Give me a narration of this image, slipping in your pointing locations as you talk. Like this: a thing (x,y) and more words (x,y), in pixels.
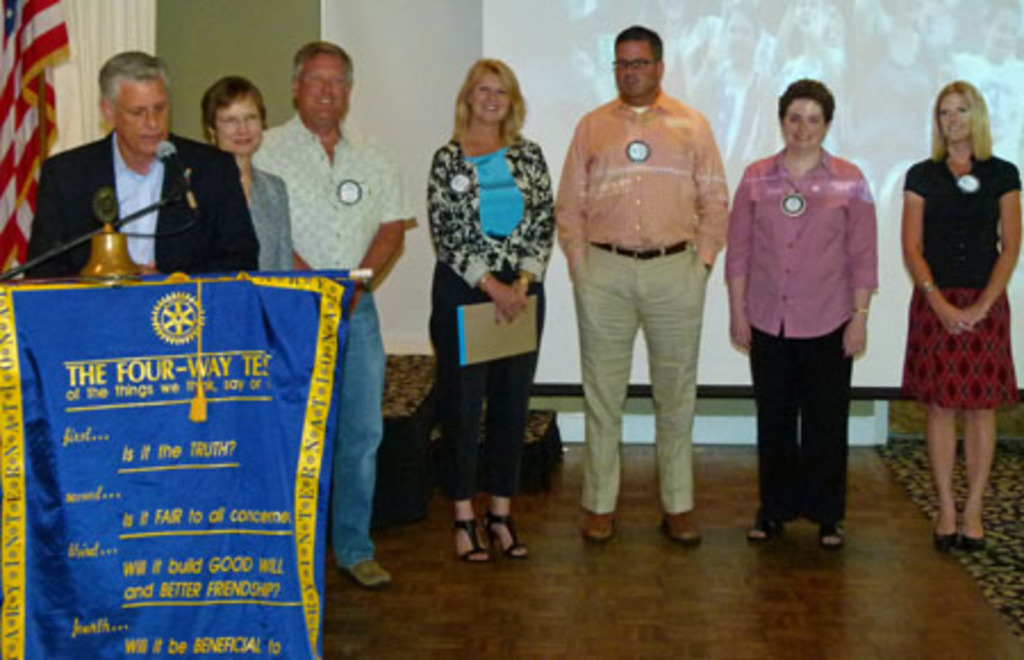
In the foreground of this image (542,577), there are persons (522,235) standing on the floor (479,586). On the left (145,498), there is a podium (122,530) with blue colored flag (191,555) and some text (166,584) on it and there is a man (133,148) behind it in front of a mic (170,166). In the background (73,12), there is a flag (19,24), curtain (84,25), wall (264,41) and the screen (680,24).
